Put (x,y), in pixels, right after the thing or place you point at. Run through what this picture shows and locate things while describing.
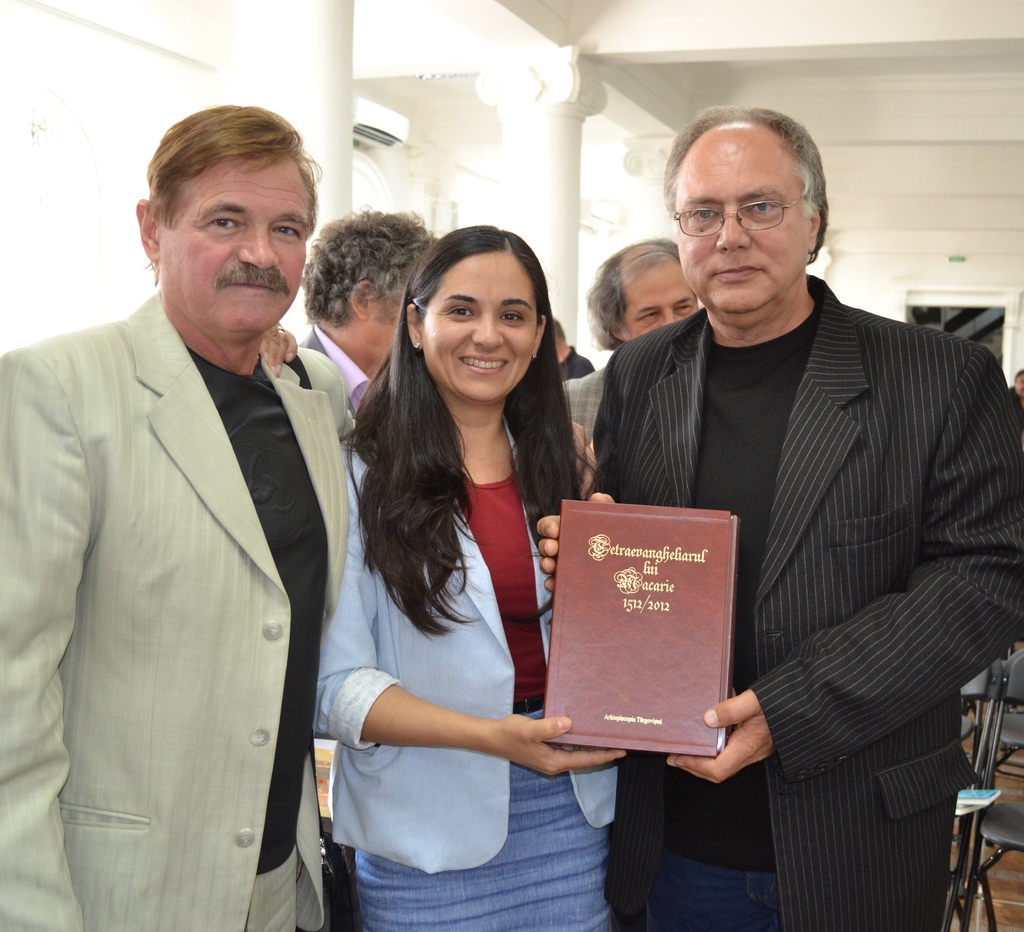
In the center of the image (383,412) there is a lady (479,491) wearing a blue color suit (486,689). She is holding a book (723,523). Besides her there is a another wearing a black color suit (997,634). At the left side of the image (336,552) there is another person (329,382) wearing cream color suit (150,328). At the background of the image (630,234) there is a wall (495,218). At the right side (1010,664) corner of the image there is a chair (972,862).
